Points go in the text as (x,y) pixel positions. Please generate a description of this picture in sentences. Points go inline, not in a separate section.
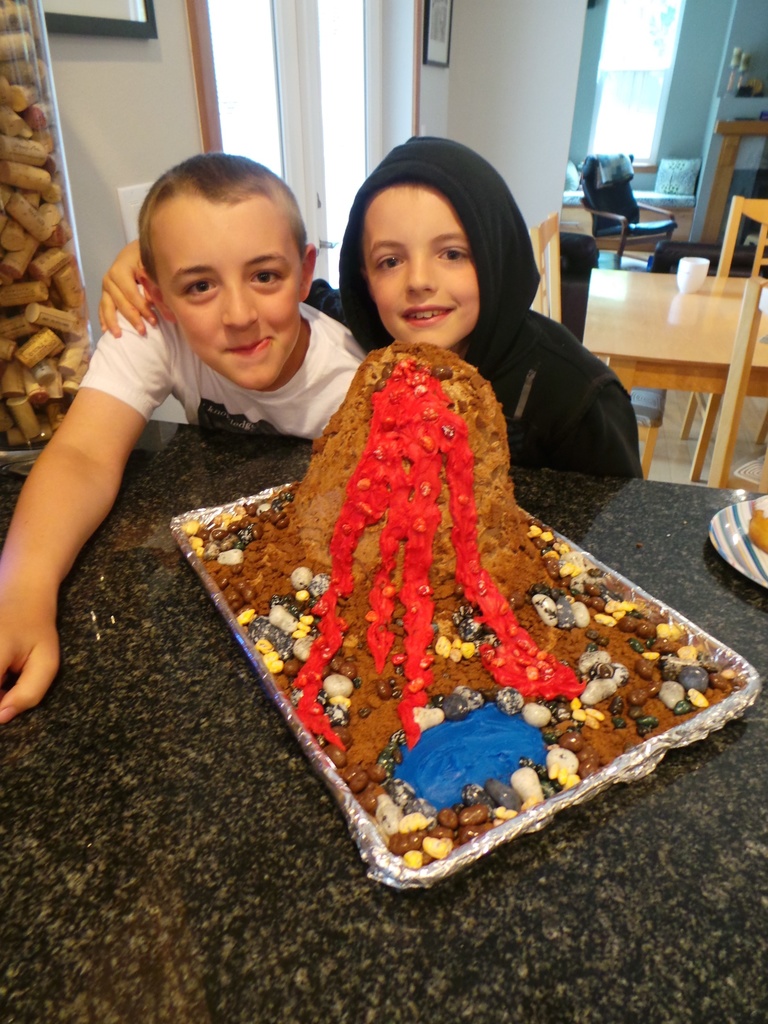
These 2 kids (305,270) are highlighted in this picture. On this table (511,855) there is a tray (618,762) with food (431,706) and plate (765,569). In this room (532,101) we can able to see pictures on wall (457,35), chairs (549,222), tables (624,288), and seat (678,203) with pillow (669,178). On this table (714,342) there is a cup (696,270). On this chair (625,210) there is a cloth (616,172).
